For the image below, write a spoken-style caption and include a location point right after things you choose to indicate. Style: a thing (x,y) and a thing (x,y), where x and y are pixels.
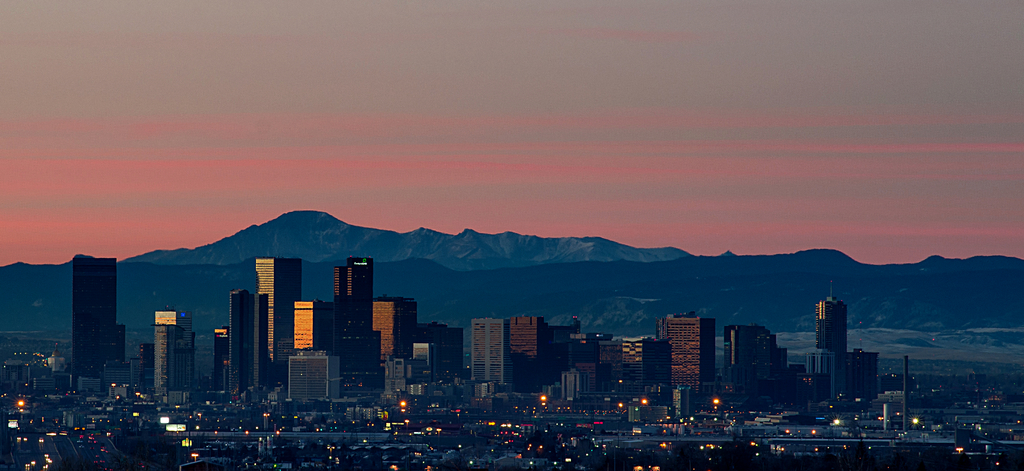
In this image I can see few buildings (619,357), lights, poles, mountains (588,285) and the sky (395,101).
